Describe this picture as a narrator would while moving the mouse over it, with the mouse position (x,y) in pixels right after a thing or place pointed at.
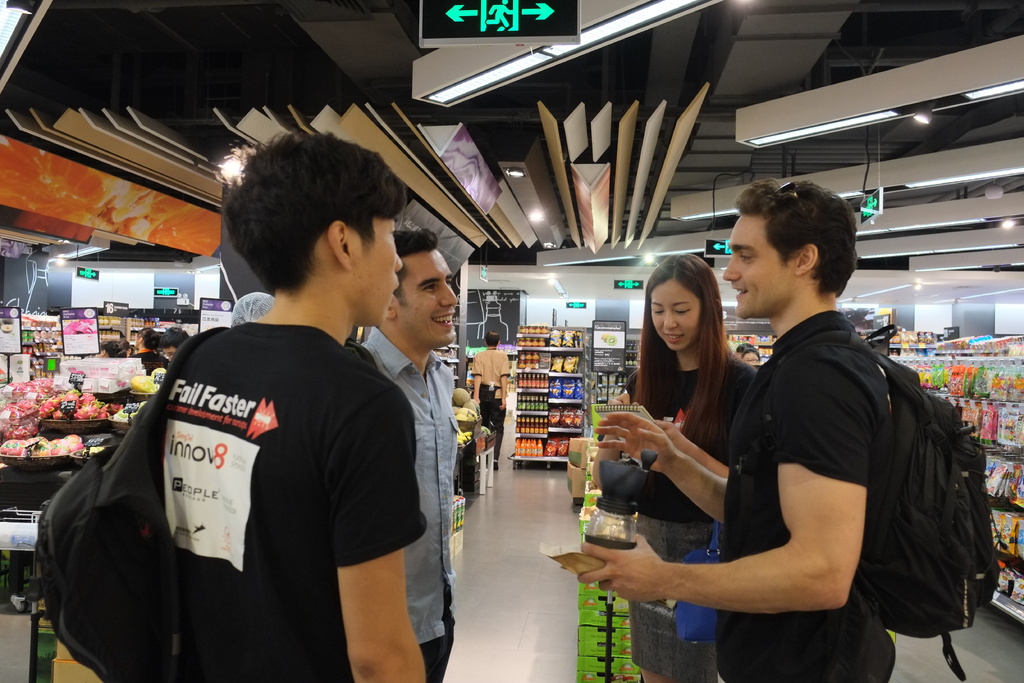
In the picture there is a store (537,268) and inside that store (518,261) there are many grocery items (16,396) and other objects (959,360), there are four people (380,466) standing in the front (739,510) and talking to each other. Behind them in the background (498,379) there is a person (496,393) standing beside the food items (461,410).
